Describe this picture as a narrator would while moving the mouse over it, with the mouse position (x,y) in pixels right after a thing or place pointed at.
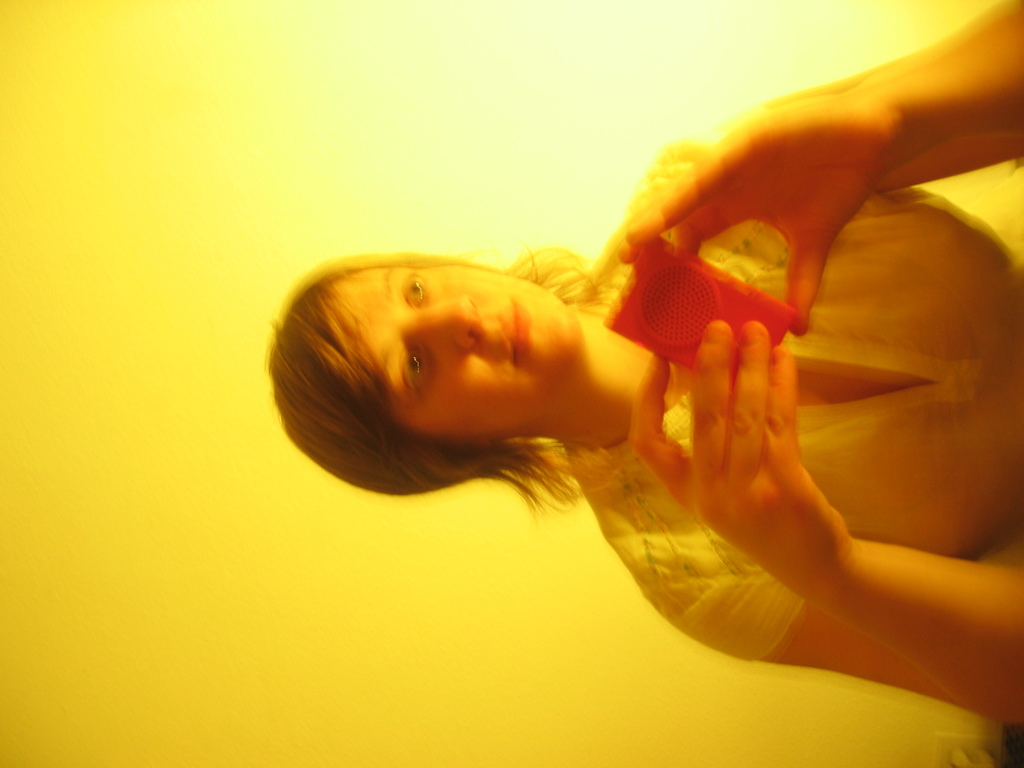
In the center of the image (549,290) there is a woman (486,274) holding a object (696,340). In the background (404,687) there is wall (89,491).
